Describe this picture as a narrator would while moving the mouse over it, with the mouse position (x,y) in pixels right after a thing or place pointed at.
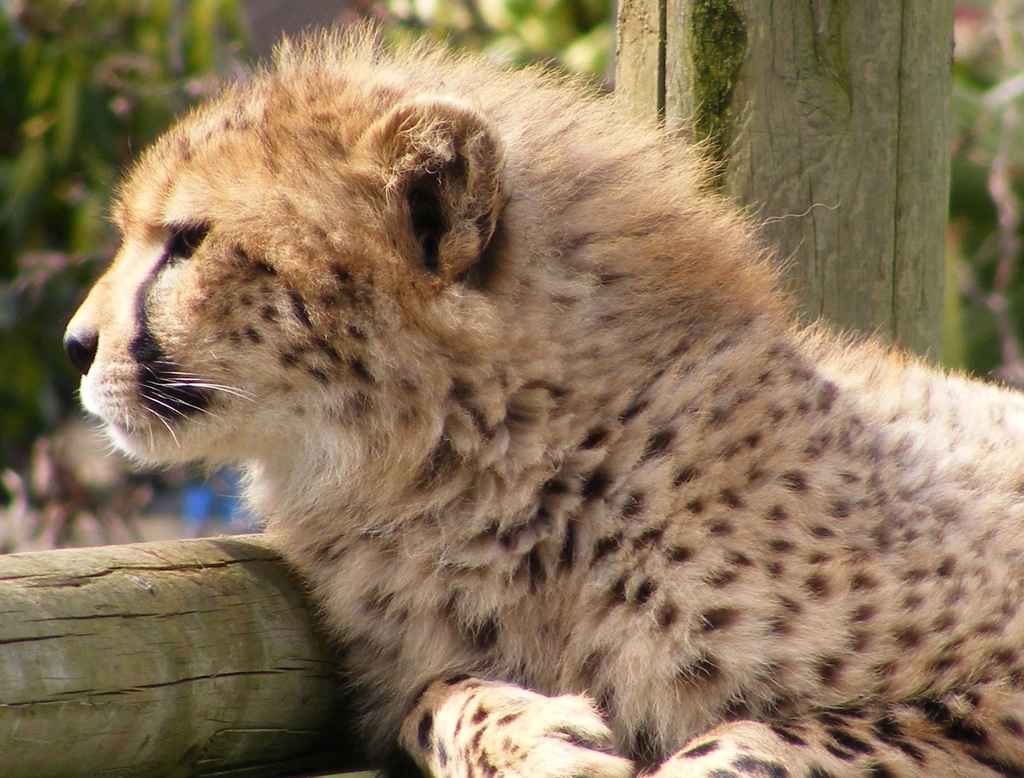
In this image, we can see a cheetah cub (408,234) on the wood (188,624). There is a stem (822,137) in the top right of the image (832,109). In the background (973,85), image is blurred.
